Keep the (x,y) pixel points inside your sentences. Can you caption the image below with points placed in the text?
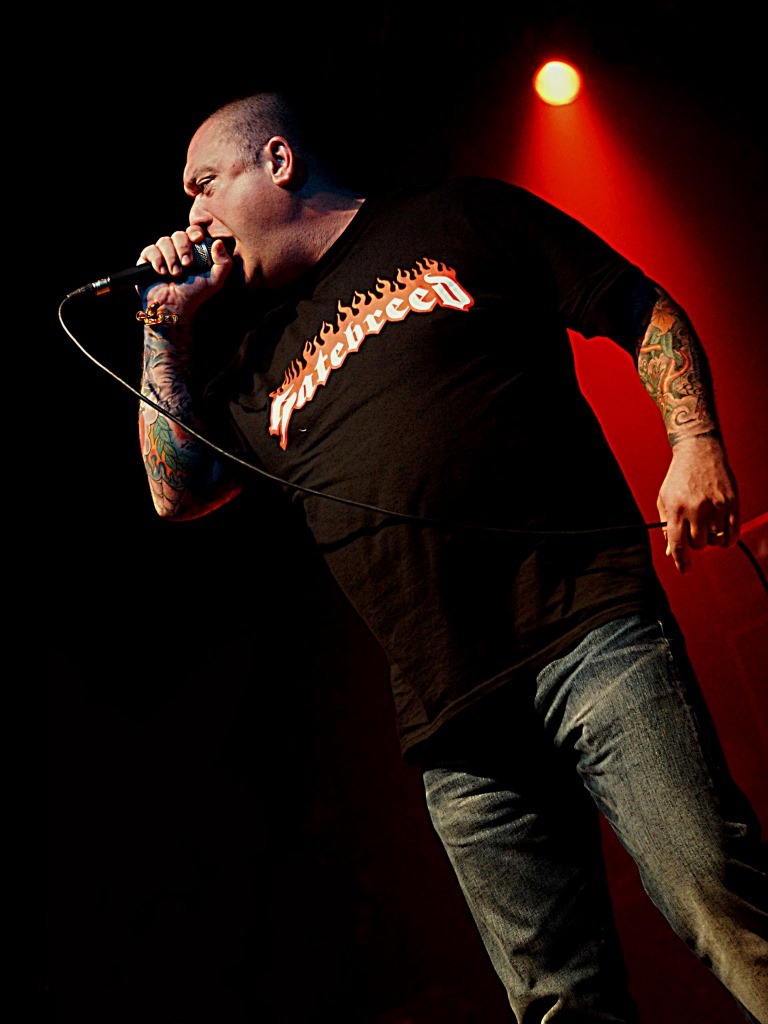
In this image I can see a man (463,537) wearing black color t-shirt (394,454), standing and singing a song by holding a mike (104,285) in his hand (147,254). In the background (573,110) there is a light (562,92).
